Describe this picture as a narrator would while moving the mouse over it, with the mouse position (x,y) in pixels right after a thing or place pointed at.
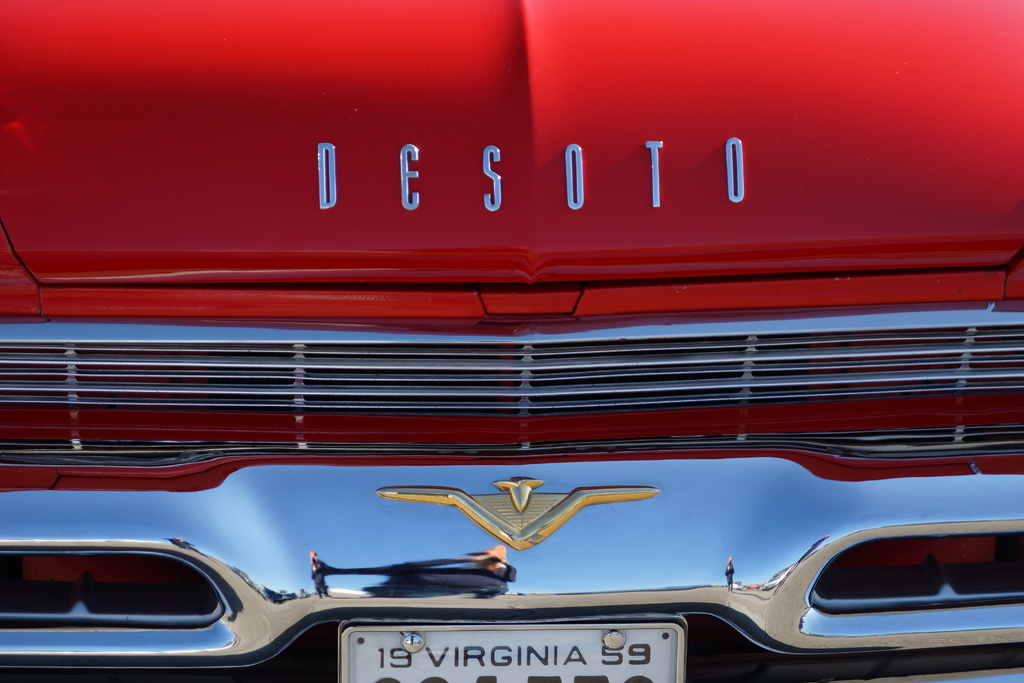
It is a zoomed in picture of a vehicle (554,198) with the name (624,198) and also the logo (532,479). We can also see the number board (537,649).
